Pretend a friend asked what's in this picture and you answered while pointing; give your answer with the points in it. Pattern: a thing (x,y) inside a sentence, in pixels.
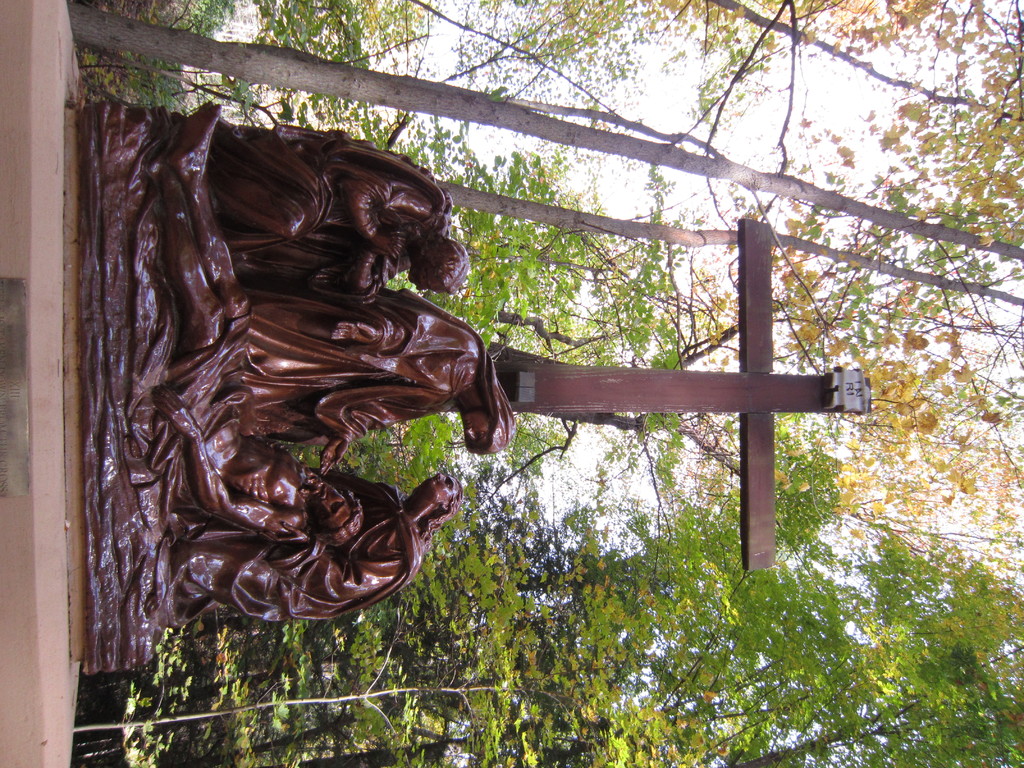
In this image, we can see a sculpture (363,418) in front of the cross (712,396). In the background of the image (675,543), there are some trees (882,606).
